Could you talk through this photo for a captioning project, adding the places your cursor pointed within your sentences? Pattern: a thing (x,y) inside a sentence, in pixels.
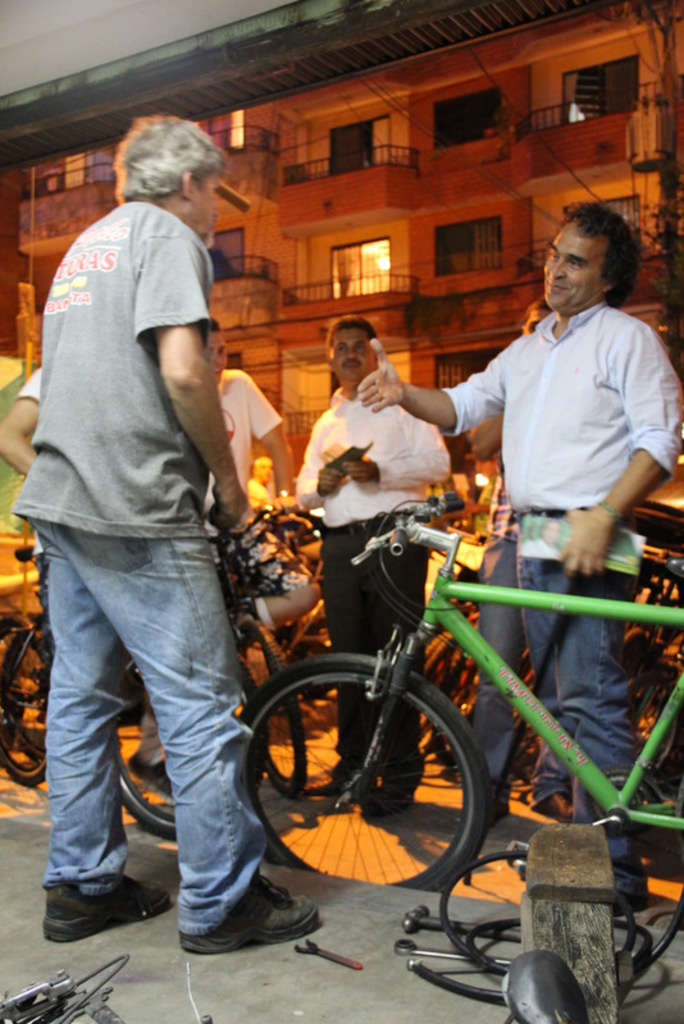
Here we can see four men (183,423) are standing. There are some bicycles (441,588). On the floor (457,899) there are some tools (401,945). In the background (370,254) there is a building (413,220). The man (564,332) in the right side (564,332) is smiling.
